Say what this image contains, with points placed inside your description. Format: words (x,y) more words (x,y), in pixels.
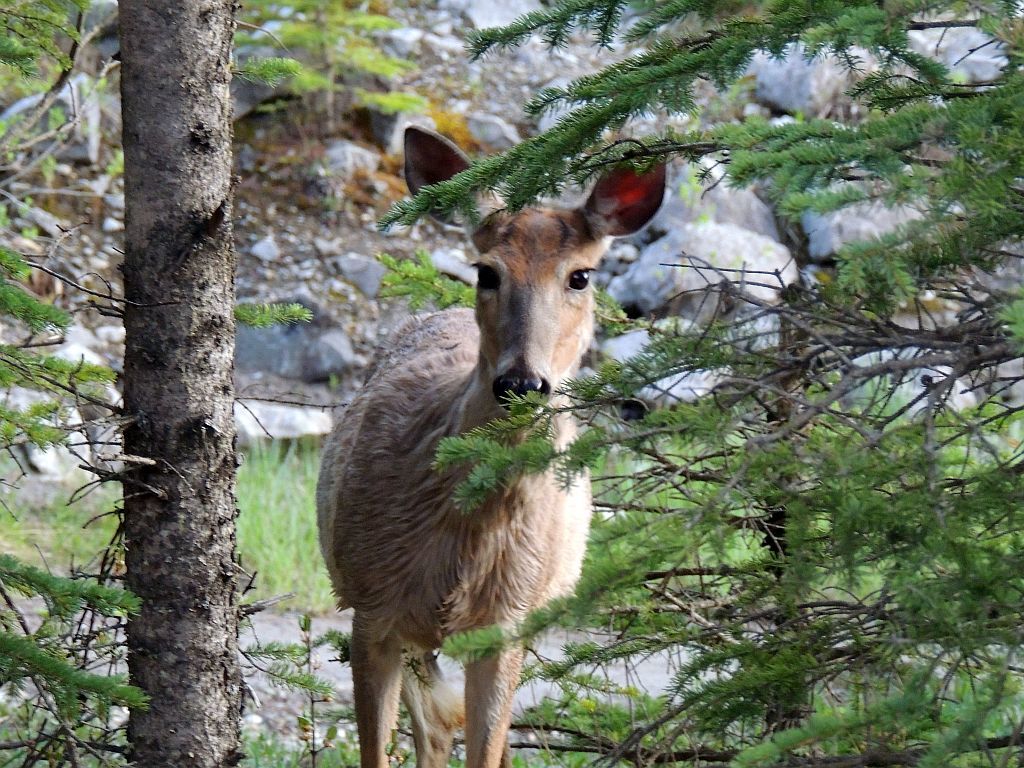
In the center of the image (562,415) we can see an animal (534,489). We can also see the bark (190,639) of a tree (187,658), some plants (570,622), stones (331,419) and some branches (677,460) of the trees (594,534).
